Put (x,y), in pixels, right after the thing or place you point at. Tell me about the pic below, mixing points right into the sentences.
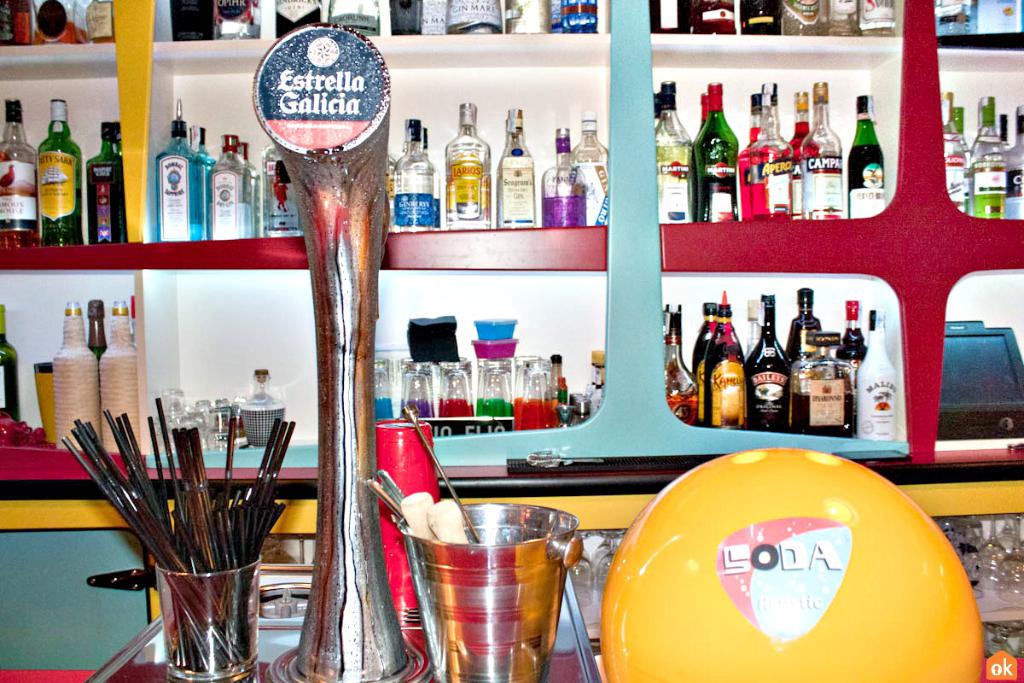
In this picture I can see straws (232,449) in a glass (205,649), there are some objects (446,511) in a mini bucket (434,560), there are glasses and some other items (395,619) on the table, there is a ball (973,651), and in the background (393,169) there are wine bottles (436,203) and some other objects (437,327) in a shelf (894,165) and there is a watermark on the image.
